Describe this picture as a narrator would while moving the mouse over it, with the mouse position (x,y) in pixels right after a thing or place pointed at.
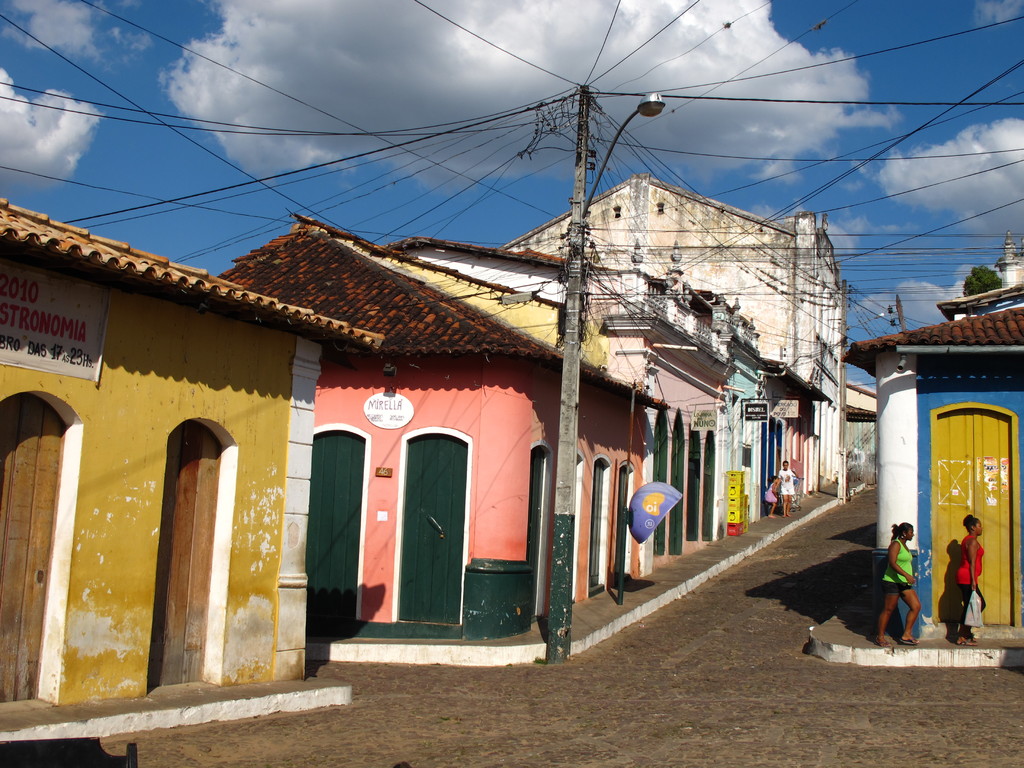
This image is clicked inside the city (561,467) where we can see there is a street (758,566) in the middle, Beside the street (765,586) there are buildings (400,332). In the middle (564,402) there is an electric pole (566,411) to which there are wires (644,93) and a light (631,120). At the top (170,105) there is the sky (130,98). On the left side (108,409) there is a building (148,481). To the building (136,442) there is a poster (41,359) which is stick to the wall (66,387).
